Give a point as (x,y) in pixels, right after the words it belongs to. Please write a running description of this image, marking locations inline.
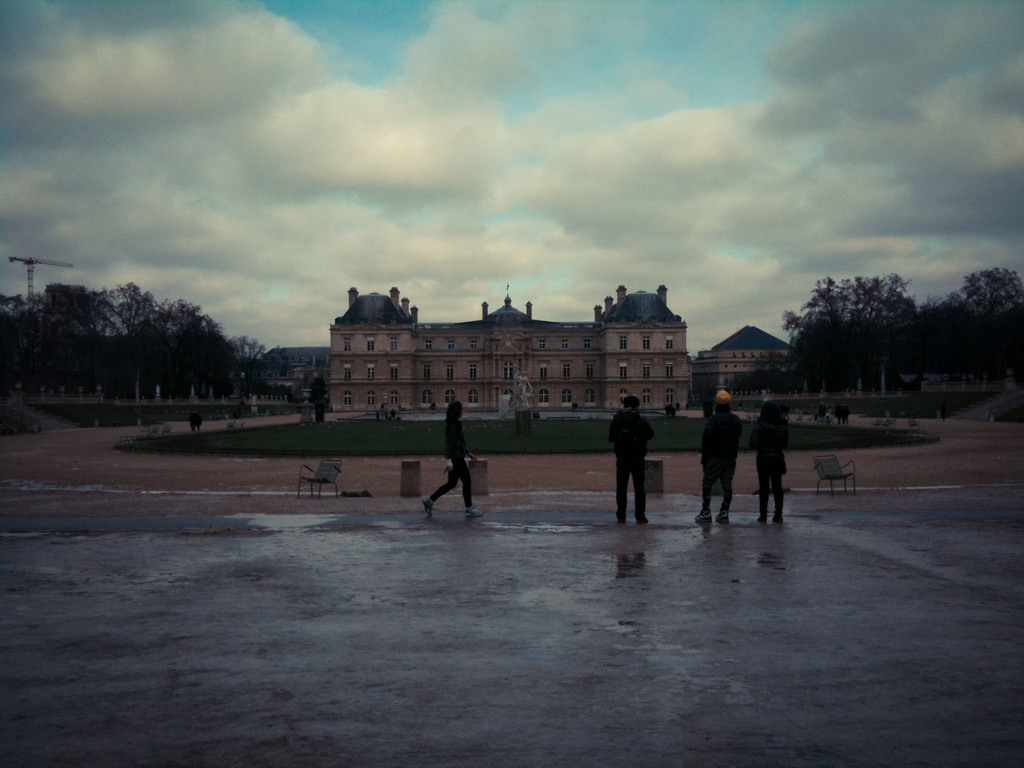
In this picture there are three persons (728,499) standing and there is a person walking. At the back (977,345) there are buildings (613,345) and trees (145,386) and poles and there is a crane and there is a statue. In the foreground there are chairs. At the top (370,138) there is sky (399,141) and there are clouds (336,255). At the bottom (179,709) there is ground (384,469) and there is grass (401,444).
